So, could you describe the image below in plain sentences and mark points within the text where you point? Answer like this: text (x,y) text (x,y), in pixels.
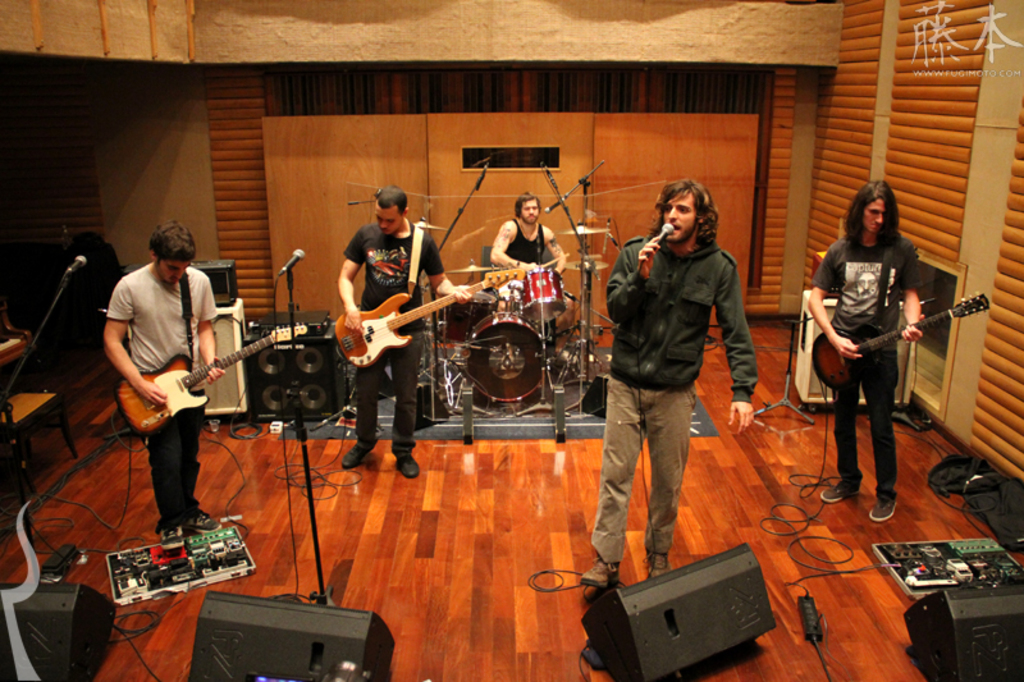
This is a room (797,100) in which there are five people (641,357) among them three are playing the guitar (875,341) and the one is playing the drums (526,294) and the other holding the mike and singing. The floor (436,483) and the background (284,150) is in red brown color and there are also some speakers (662,586) in the room (984,536).
